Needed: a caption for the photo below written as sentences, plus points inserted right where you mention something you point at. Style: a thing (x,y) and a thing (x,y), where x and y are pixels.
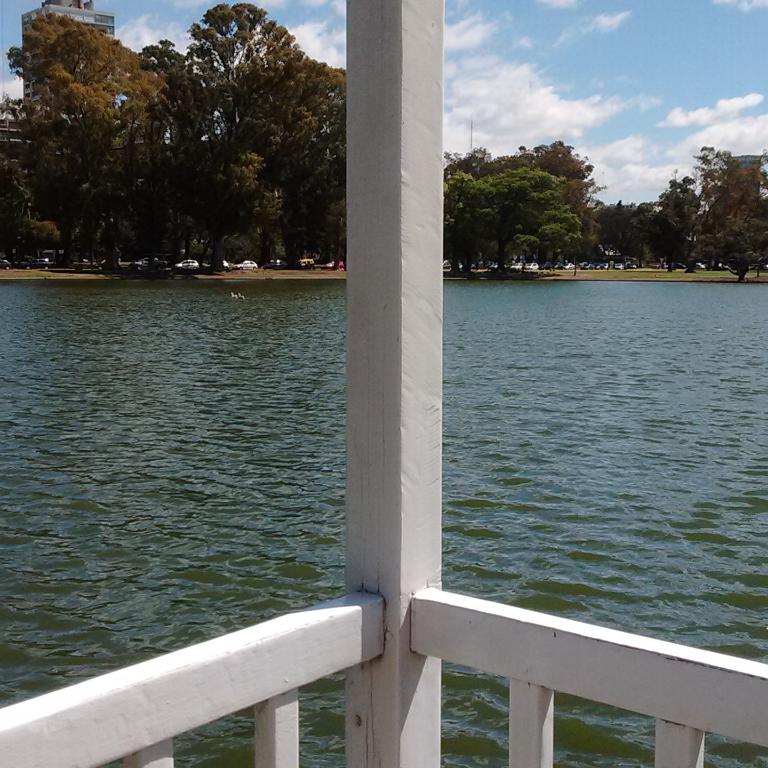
In this image, It looks like a wooden fence (370,283) and a lake (517,333). In the background (130,181), there are trees (130,142), vehicles (311,268) and the sky (486,59). I can see a building (107,25) behind the trees (97,34).
